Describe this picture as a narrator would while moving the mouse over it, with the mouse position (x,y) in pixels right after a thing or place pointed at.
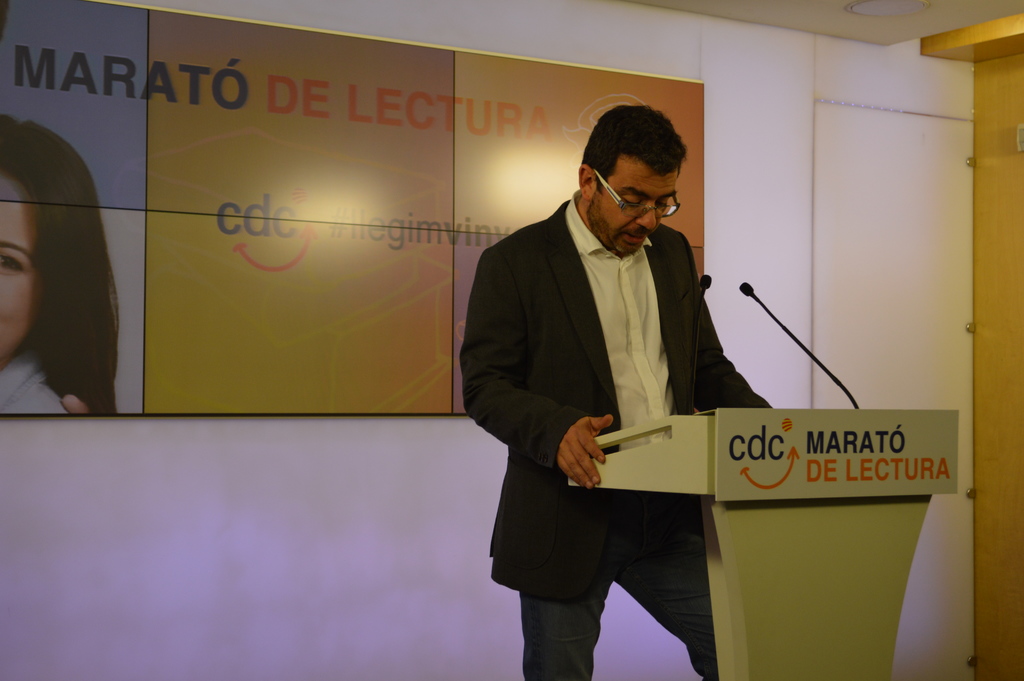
In this picture we can see a man (588,379) standing in front of a podium (840,560), there are two microphones (793,336) on the podium (831,550), in the background (329,356) there is a board (292,297), we can see some text (418,125) on the board (418,224).
